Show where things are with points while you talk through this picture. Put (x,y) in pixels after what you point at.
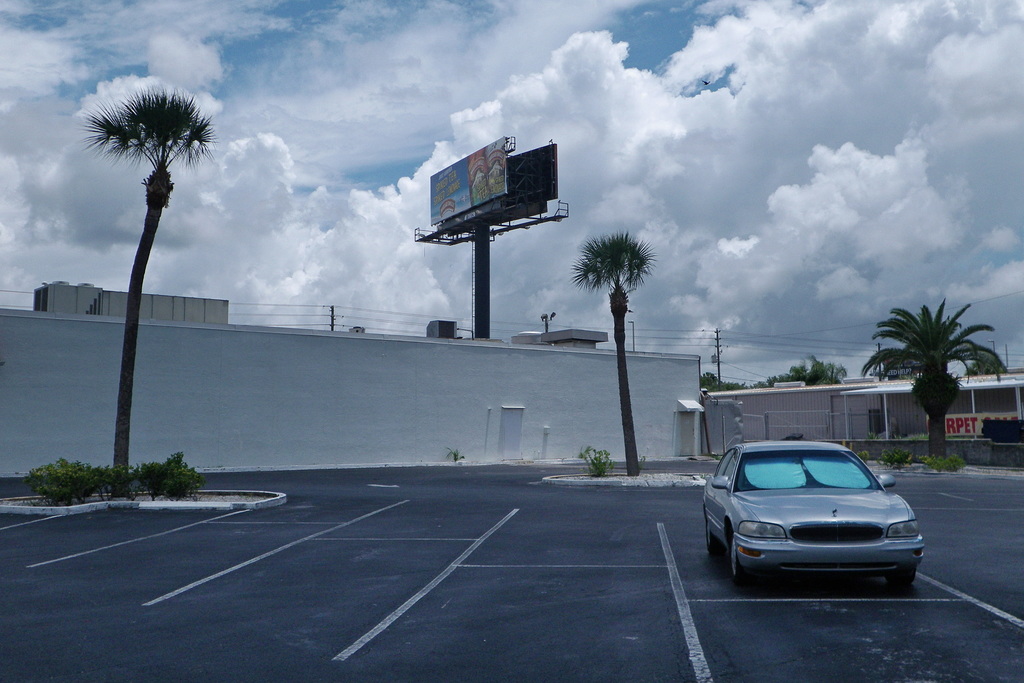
In this picture I can see buildings (878,381) and a hoarding (493,187) with some text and I can see trees (631,257) and few poles (718,362) and I can see a wall (69,377) and few plants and I can see a blue cloudy sky (540,138) and a car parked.
